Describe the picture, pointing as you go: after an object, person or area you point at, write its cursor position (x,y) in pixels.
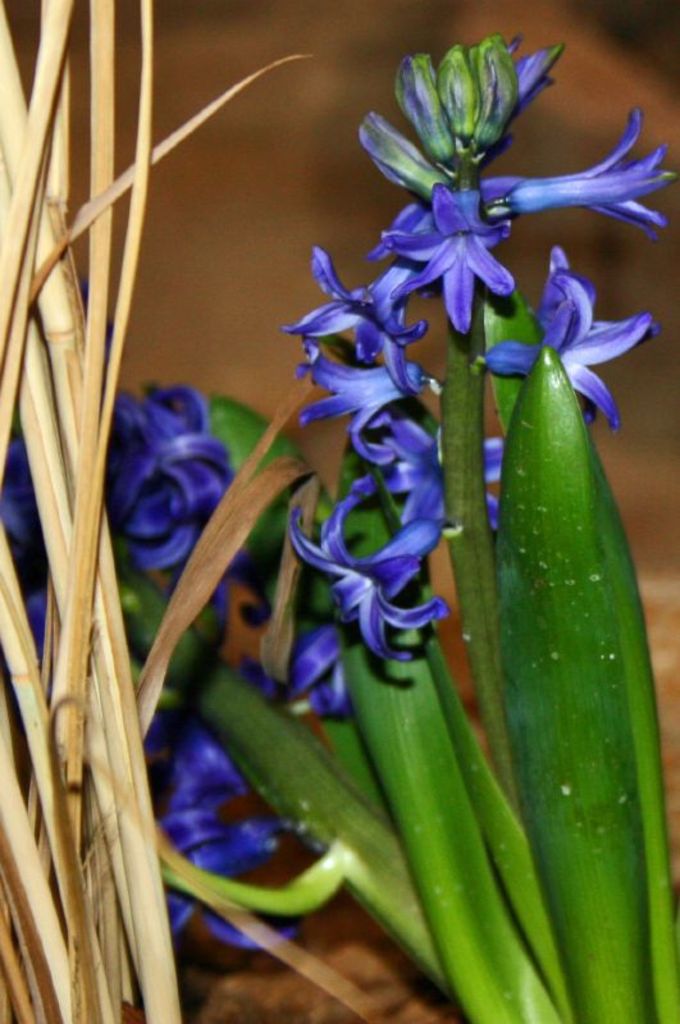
There are plants (540,881) having violet color flowers (410,433) near other plants (147,963) which are having dry leaves (82,570). And the background (340,9) is blurred.
